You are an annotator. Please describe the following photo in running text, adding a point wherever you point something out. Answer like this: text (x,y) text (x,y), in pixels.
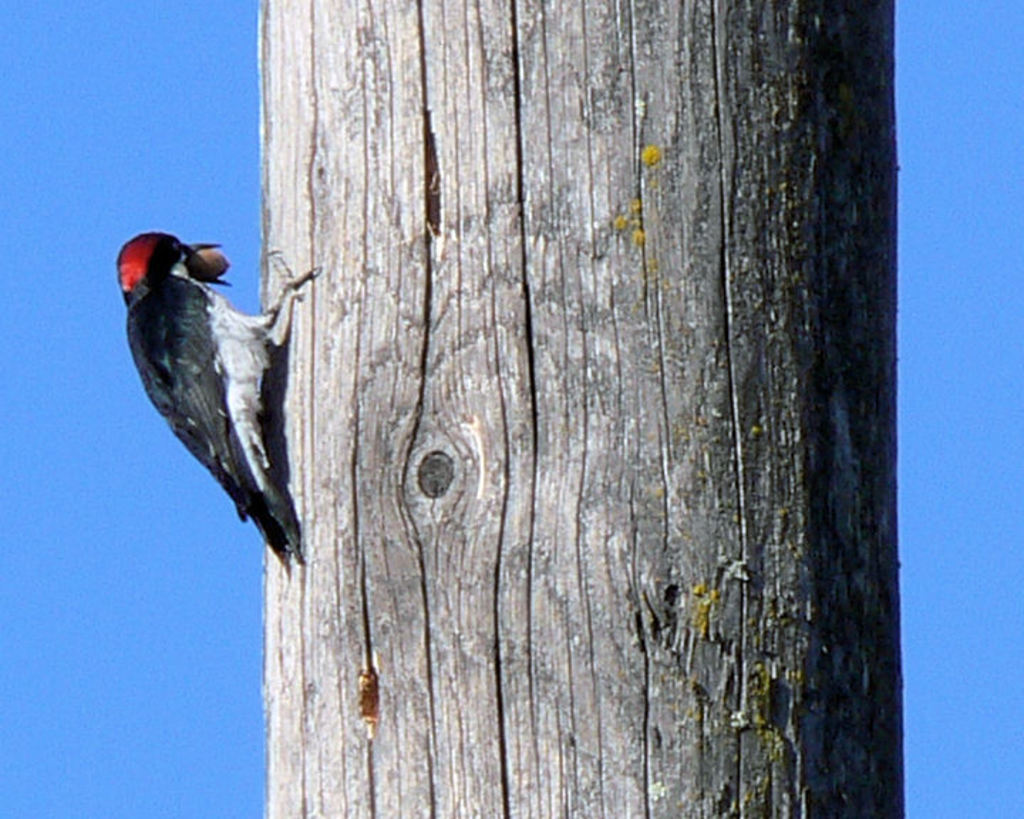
In this picture, we see the bird (231,369) is on the stem (380,452) of the tree (430,397). This bird (280,322) is in black and red color. In the background (138,560), it is blue in color. This might be the sky (216,235), which is blue in color.
